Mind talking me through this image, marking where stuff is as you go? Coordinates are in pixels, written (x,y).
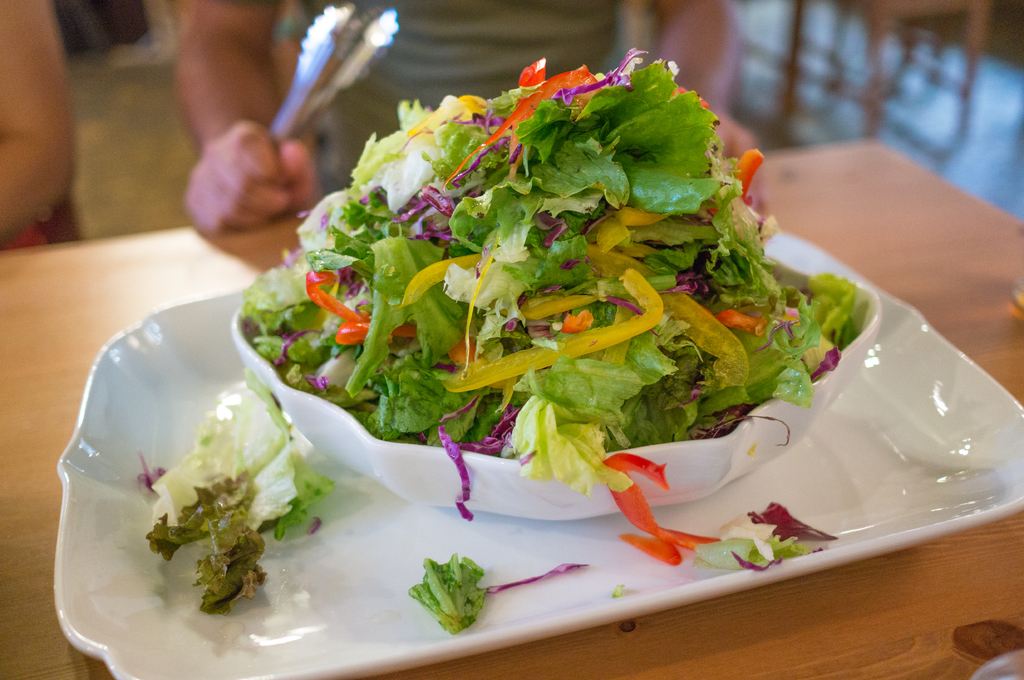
In this picture we can see tray (910,485), bowl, vegetables (568,284) and food (758,317) on the wooden table (109,242). There is a person (224,168) holding an object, beside this person (270,154) we can see a person hand (57,39). In the background (832,121) it is blur.
